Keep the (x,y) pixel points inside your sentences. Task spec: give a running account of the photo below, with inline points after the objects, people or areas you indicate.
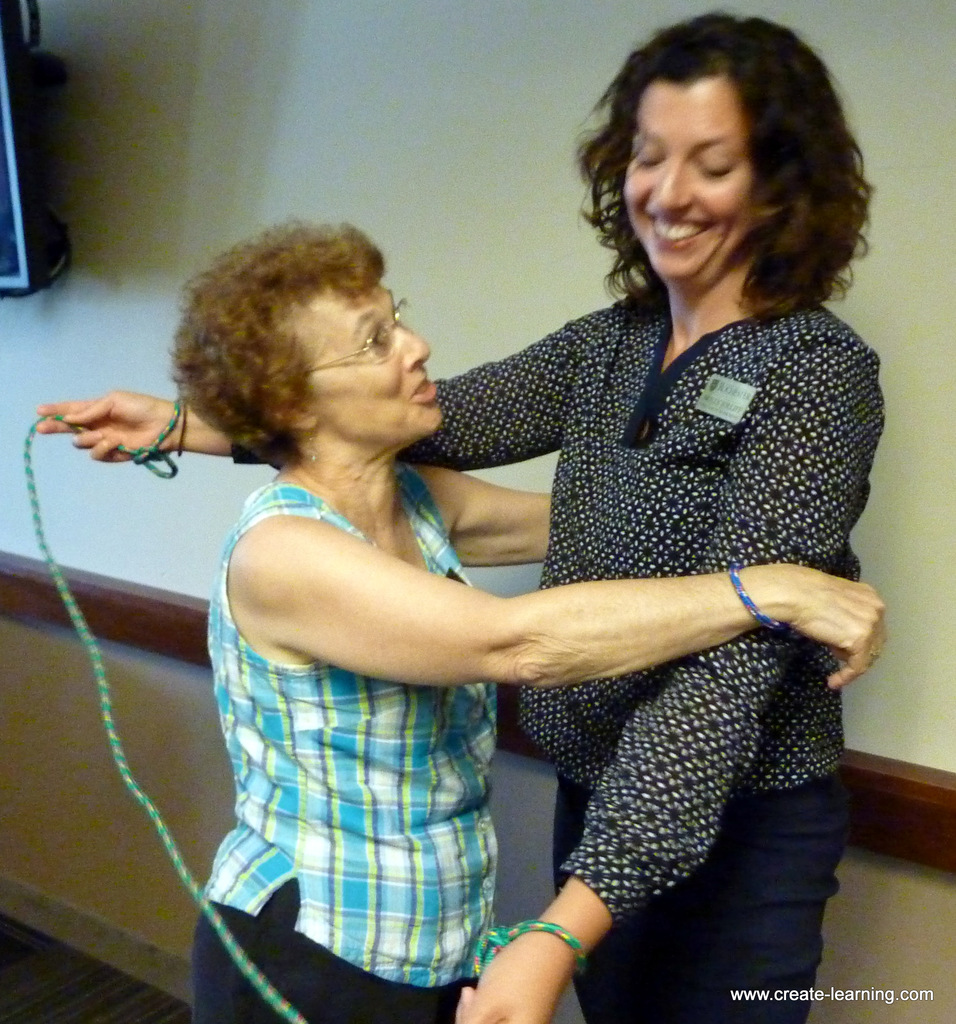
This picture shows a couple of woman (808,883) standing and we see woman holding a rope (137,451) with her. hands (137,438) we see smile (669,241) on their faces (641,207) and we see a woman (425,392) wore spectacles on her face (393,378) and we see text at the right bottom of the picture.
